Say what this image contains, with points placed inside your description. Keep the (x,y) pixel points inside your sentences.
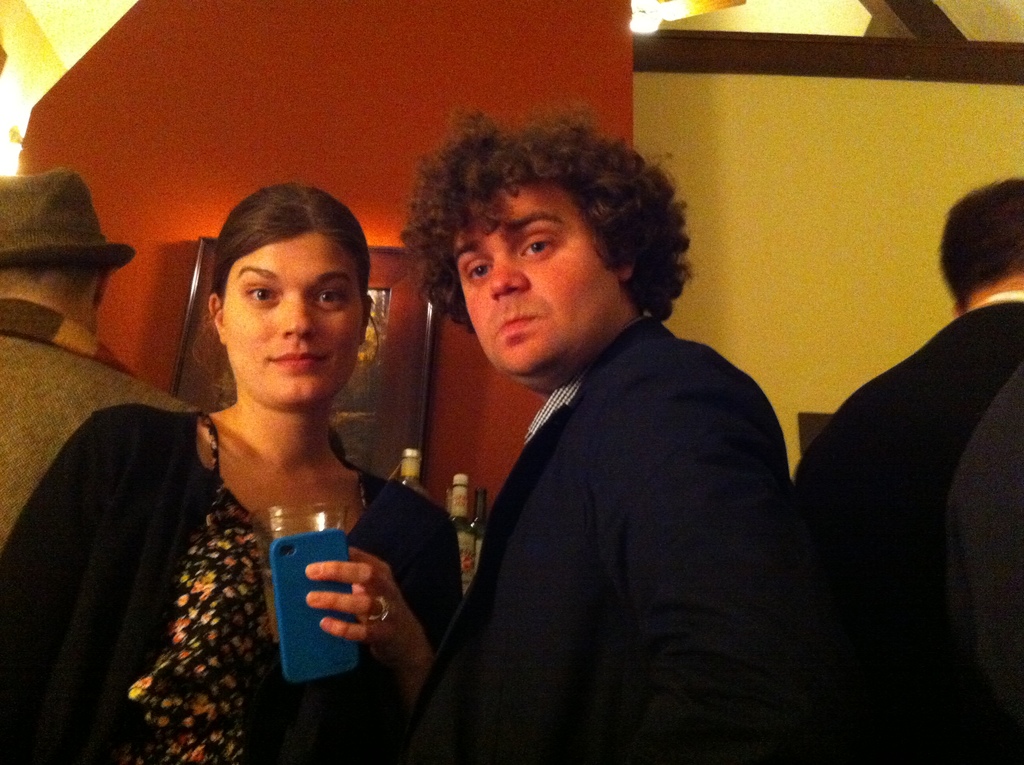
In this image I can see a woman (254,355) and a man (680,425) both are wearing a black color dress (424,514) and woman (239,544) holding a glass (289,532) and mobile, on the left side (13,414) a person (84,257) wearing a hat (84,228) and on the right side (988,267) I can see a person (922,351) wearing a black color dress (903,371) back side of them I can see colorful wall (658,120) and photo frame (402,343) attached to the wall (467,427) and bottles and lights (639,7) visible.
